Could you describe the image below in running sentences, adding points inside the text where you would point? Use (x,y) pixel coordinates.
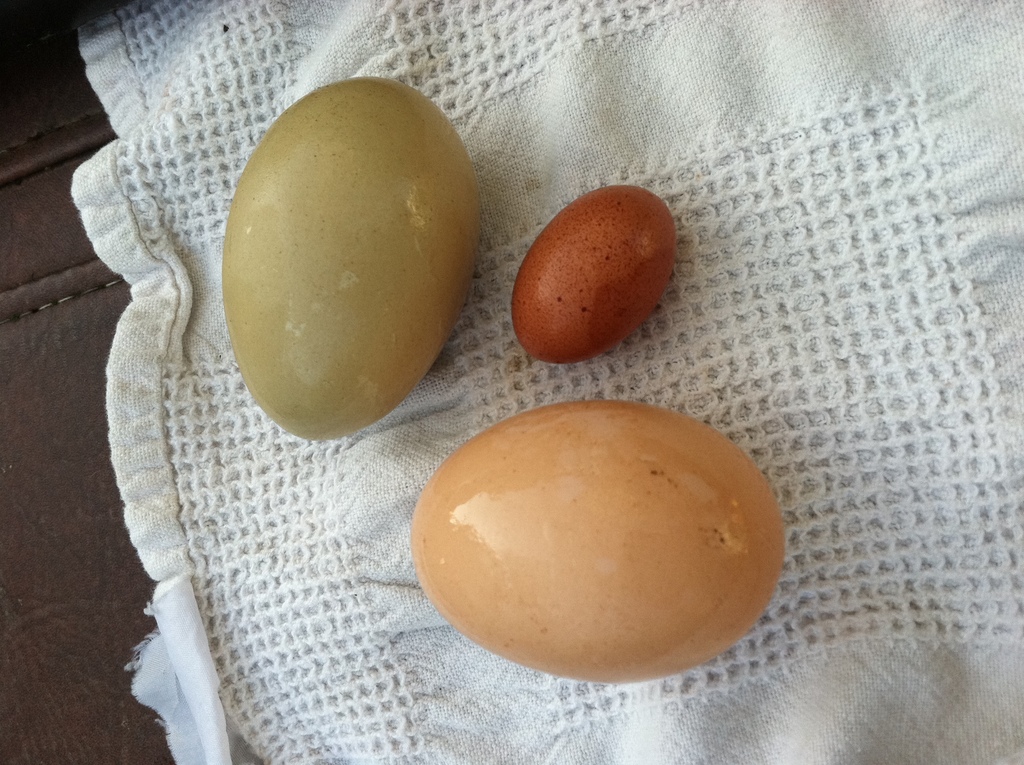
In this image we can see three eggs (439,479) on a cloth (411,462) which are placed on the surface (109,628).
